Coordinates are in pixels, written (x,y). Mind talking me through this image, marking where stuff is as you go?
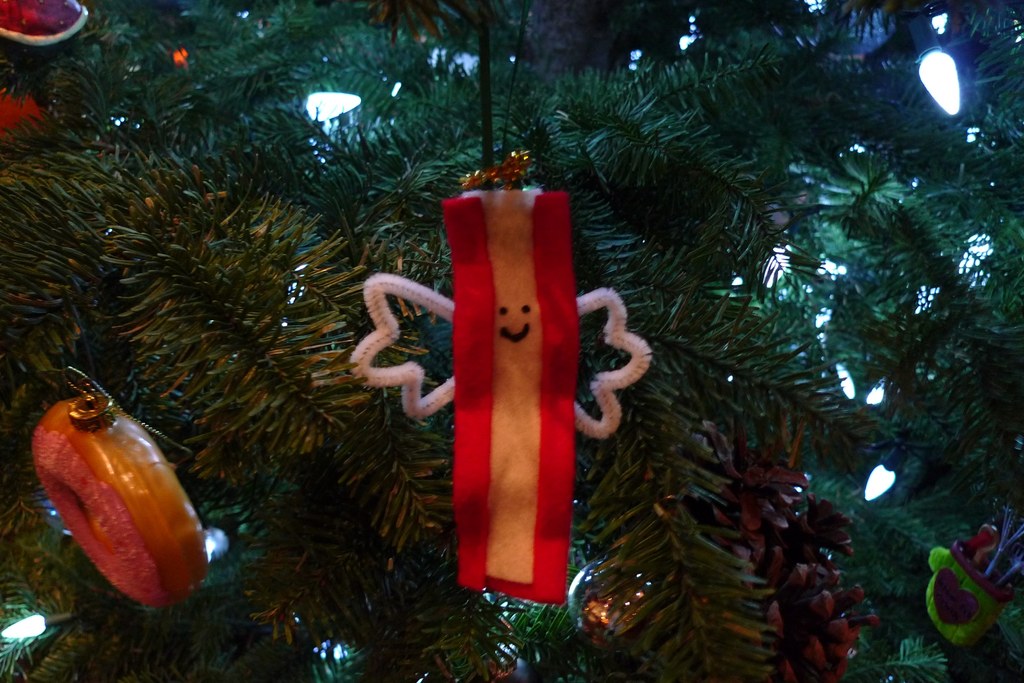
In this image I can see Christmas tree (272,184) on which I can see lights (923,75) and Christmas ornaments (388,331) visible.
